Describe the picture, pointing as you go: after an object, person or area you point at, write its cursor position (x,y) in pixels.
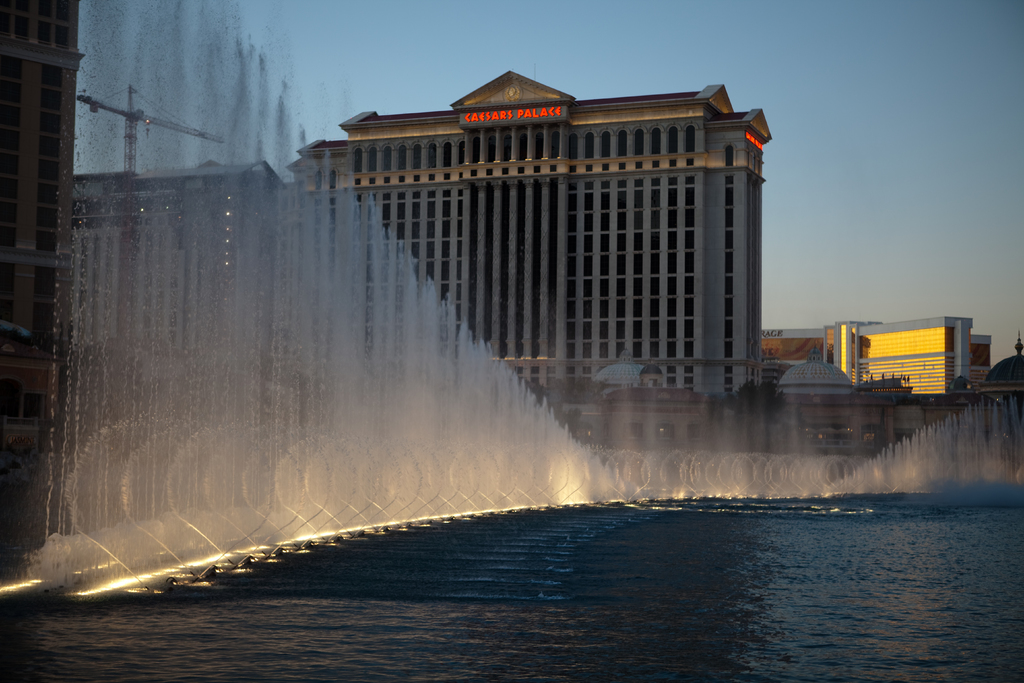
In this picture we can see the water (384,559), buildings (702,408), some objects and in the background (556,48) we can see the sky (489,68).
